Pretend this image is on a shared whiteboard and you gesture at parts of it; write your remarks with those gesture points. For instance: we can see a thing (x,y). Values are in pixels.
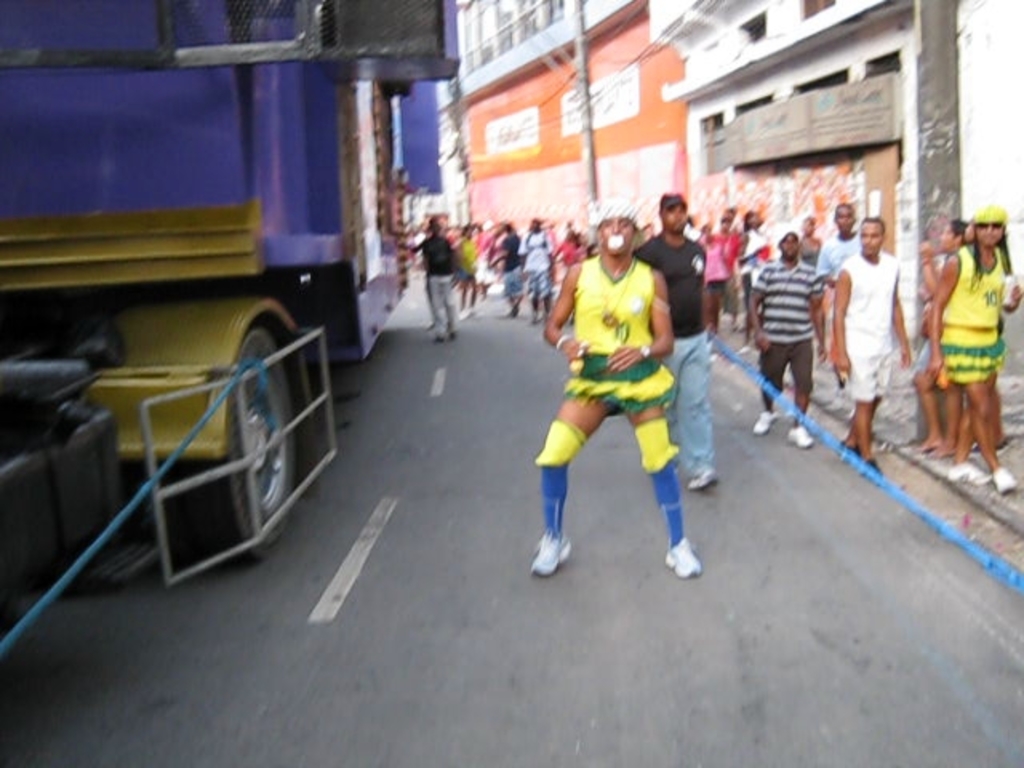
In this image we can see a road (304,513). On the road (279,664) there is a vehicle (183,154). Also there are many people (686,299). On the right side (829,106) there is a building (640,104). And there are tapes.
